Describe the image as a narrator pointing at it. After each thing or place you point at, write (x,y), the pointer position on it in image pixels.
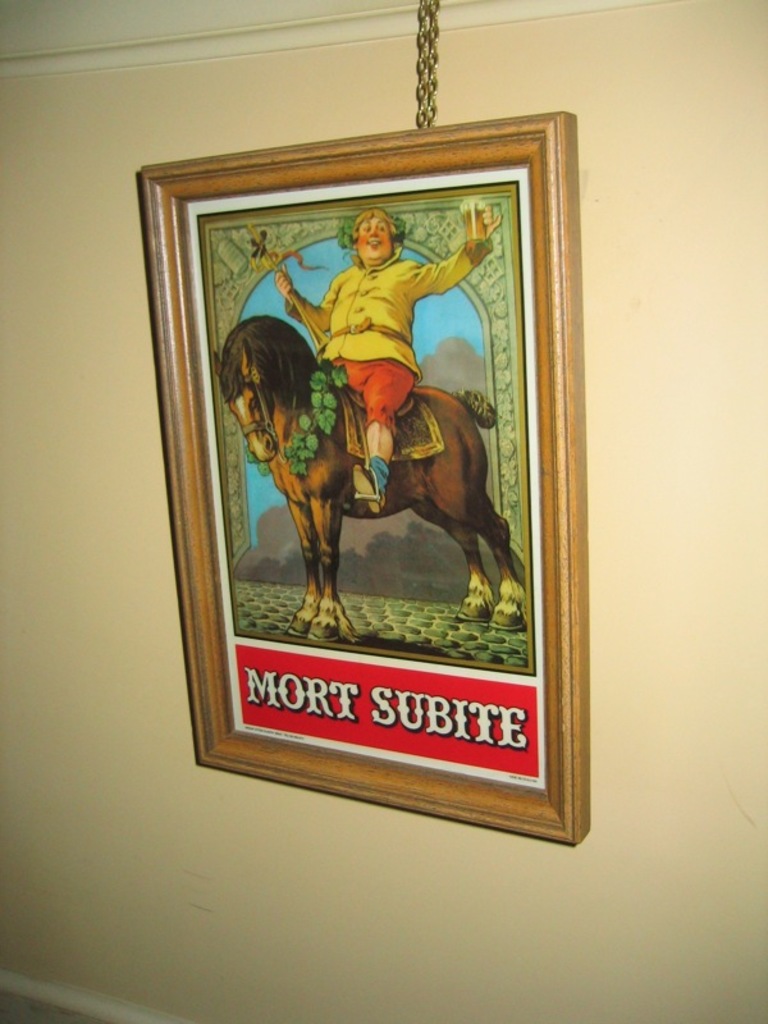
In this picture I can see the wall (159,646) in front (653,37), on which there is a photo frame (280,161) and I can see the depiction of a horse (221,369) and a person (344,297) sitting on it and I see the person (370,257) is holding a glass (467,208) and other thing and I see something is written on the bottom of the photo frame (318,708). On the top of this picture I can see the chains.
